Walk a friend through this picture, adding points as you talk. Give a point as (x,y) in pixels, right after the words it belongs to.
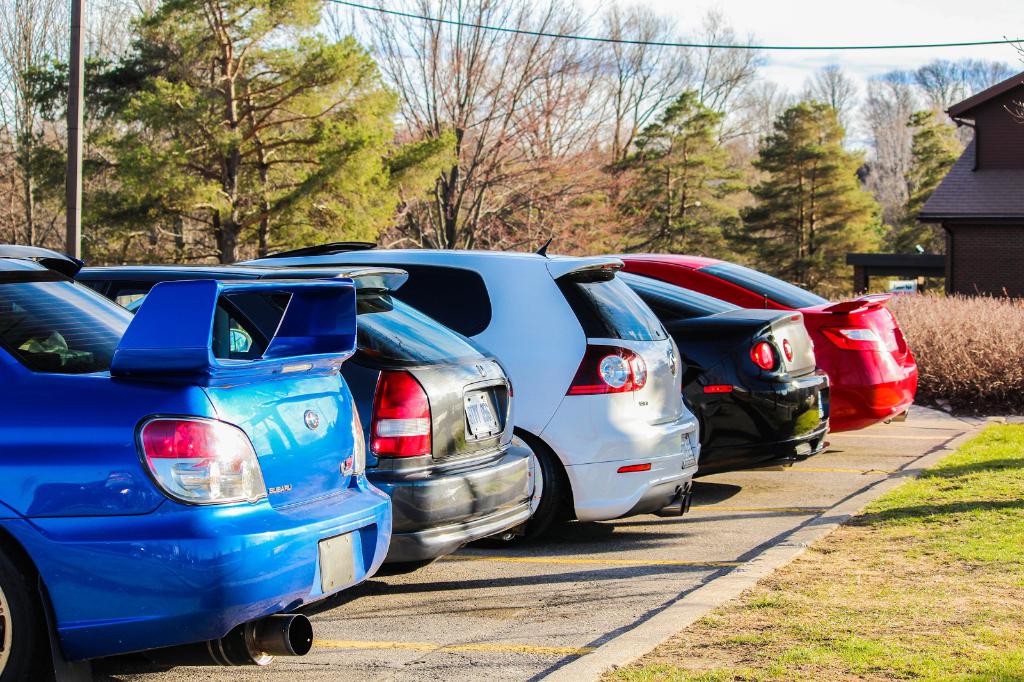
In this image there are cars (354,414) and we can see trees (231,64). On the right (987,178) there is a shed (1005,258). In the background (709,60) there is sky (782,90).
